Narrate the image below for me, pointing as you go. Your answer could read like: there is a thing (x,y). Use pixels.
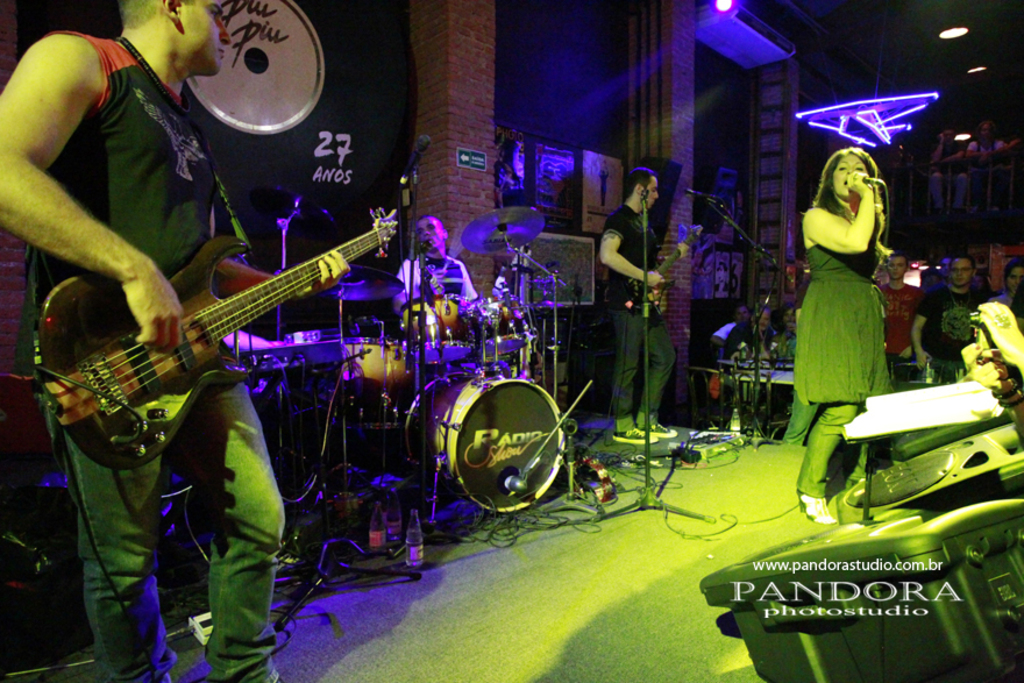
Here we can see a man (164,139) is standing and playing the guitar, and at back here a person (432,256) is playing the musical drums (502,342), and here a women (842,414) is singing, and here a group of people (750,320) are sitting.
